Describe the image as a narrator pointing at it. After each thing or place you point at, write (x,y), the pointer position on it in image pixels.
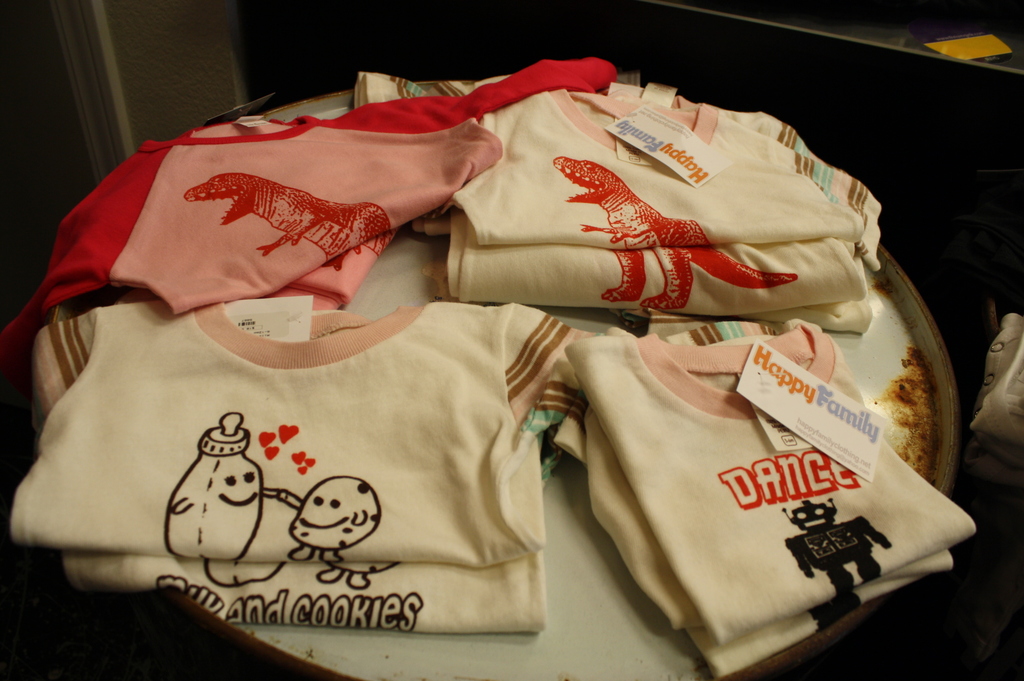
In the image we can see folded clothes (558,407) and the background (934,108) is slightly dark.
